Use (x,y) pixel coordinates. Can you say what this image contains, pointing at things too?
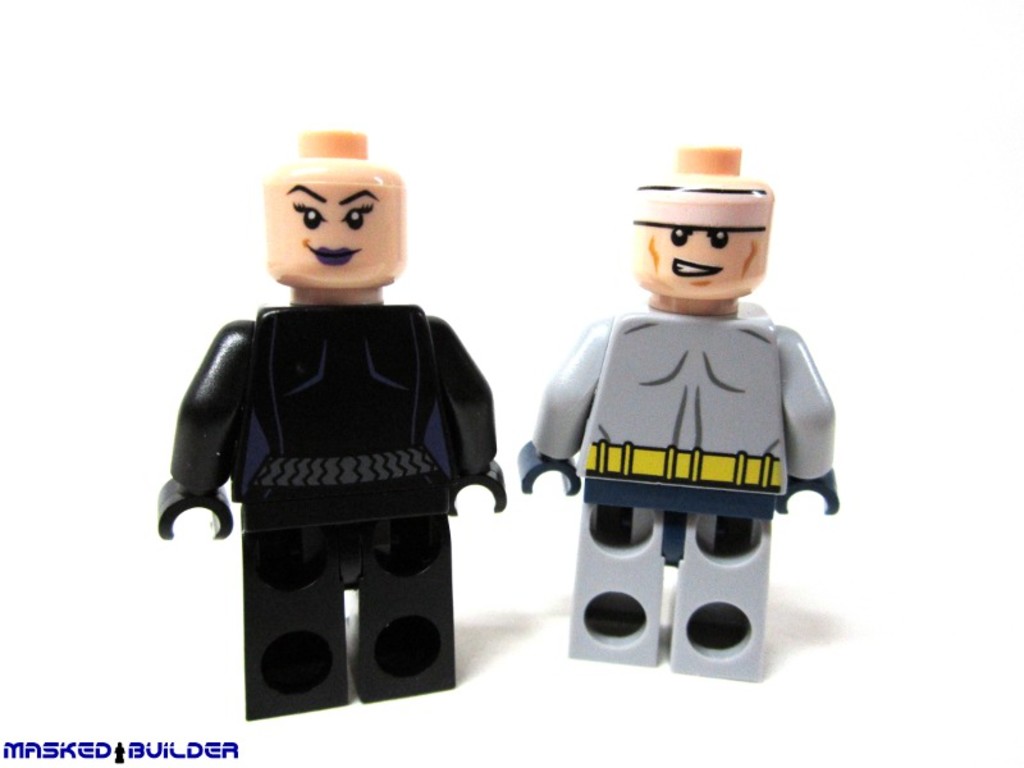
In the picture we can see two dolls (678,626) and one is black in color, dress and one doll (738,383) is gray in color dress (640,372).
